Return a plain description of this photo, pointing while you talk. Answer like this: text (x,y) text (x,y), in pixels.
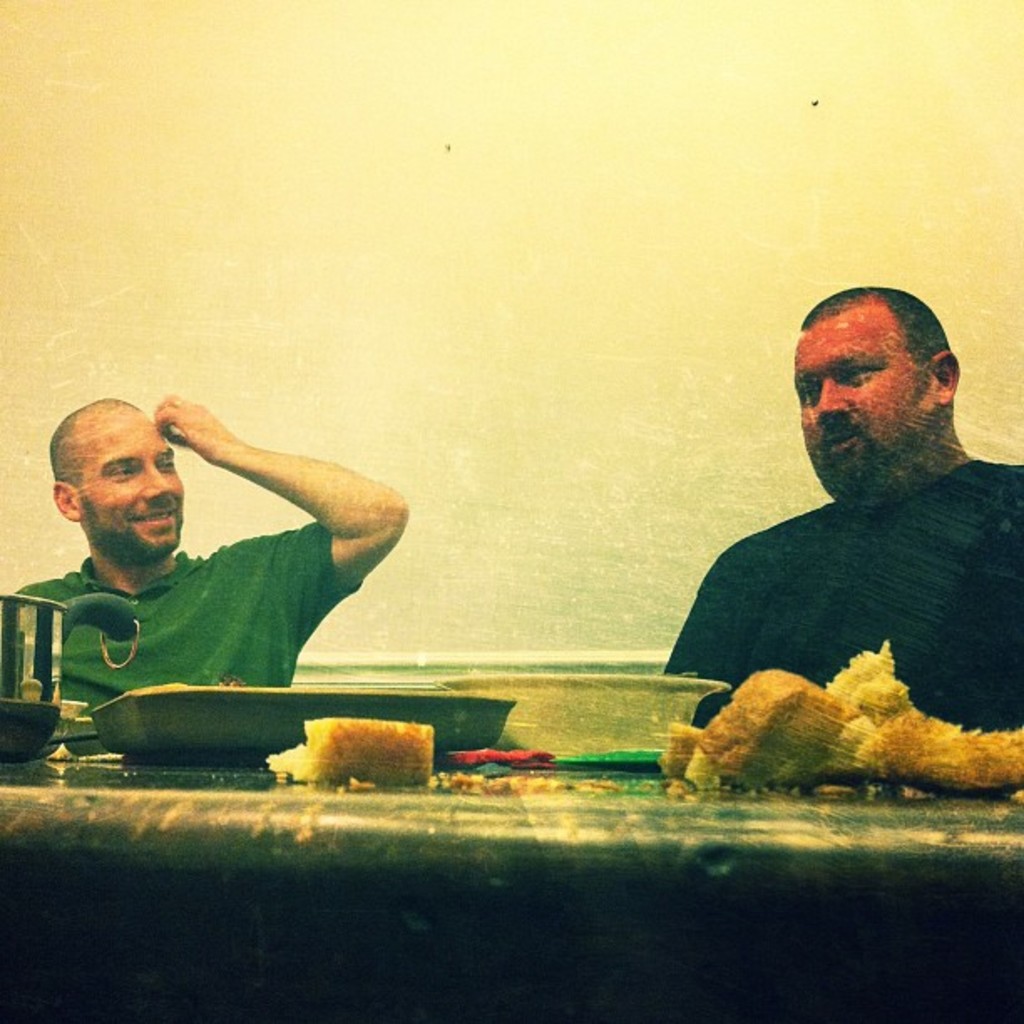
In this image I can see two persons (210,421) are sitting on the chairs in front of a table (562,844) on which I can see tray (160,742), vessel (53,699), bowl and food items (270,759). In the background (218,411) I can see a wall (793,425). This image is taken may be in a hall (720,425).
